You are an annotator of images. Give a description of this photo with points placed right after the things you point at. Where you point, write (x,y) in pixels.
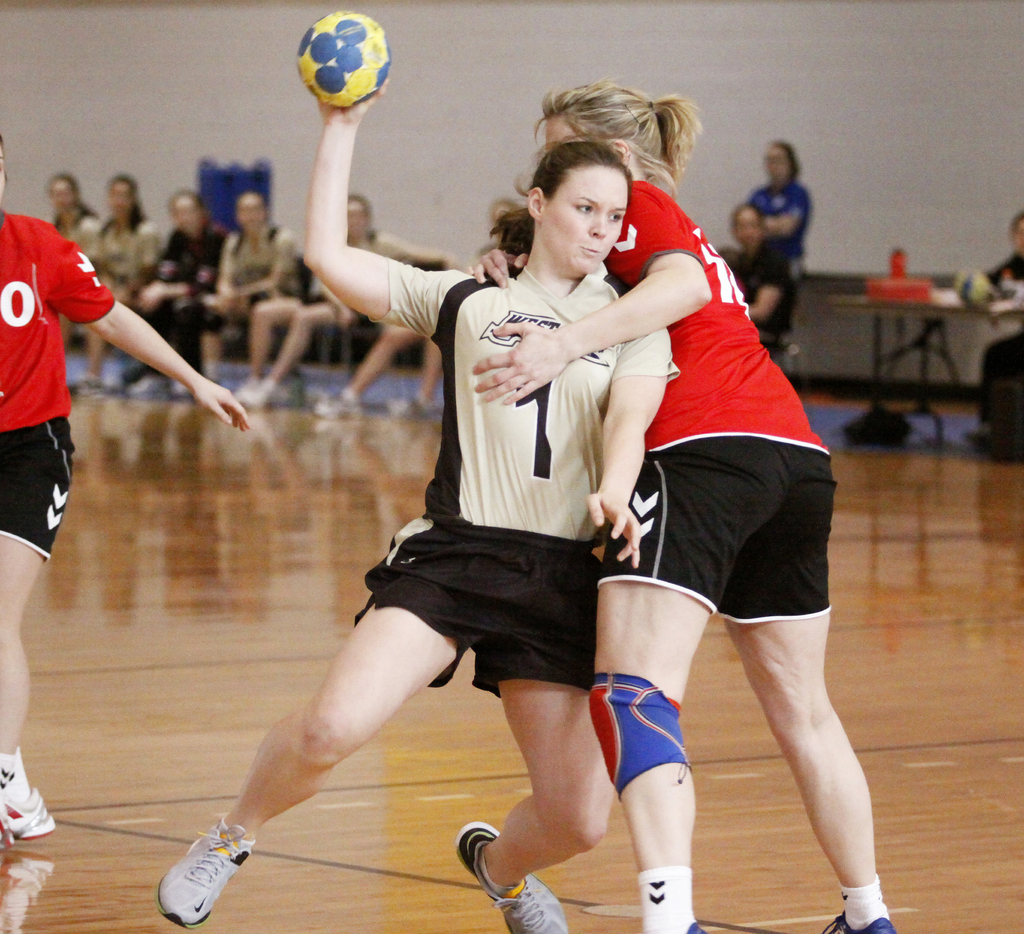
This picture shows a woman (513,579), playing with a ball (321,63) in her hand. There are two teams (557,489) here. In the background (166,267) there are some people (219,274) sitting in the chairs (304,285) and watching the game. We can observe a wall (679,90) too.
